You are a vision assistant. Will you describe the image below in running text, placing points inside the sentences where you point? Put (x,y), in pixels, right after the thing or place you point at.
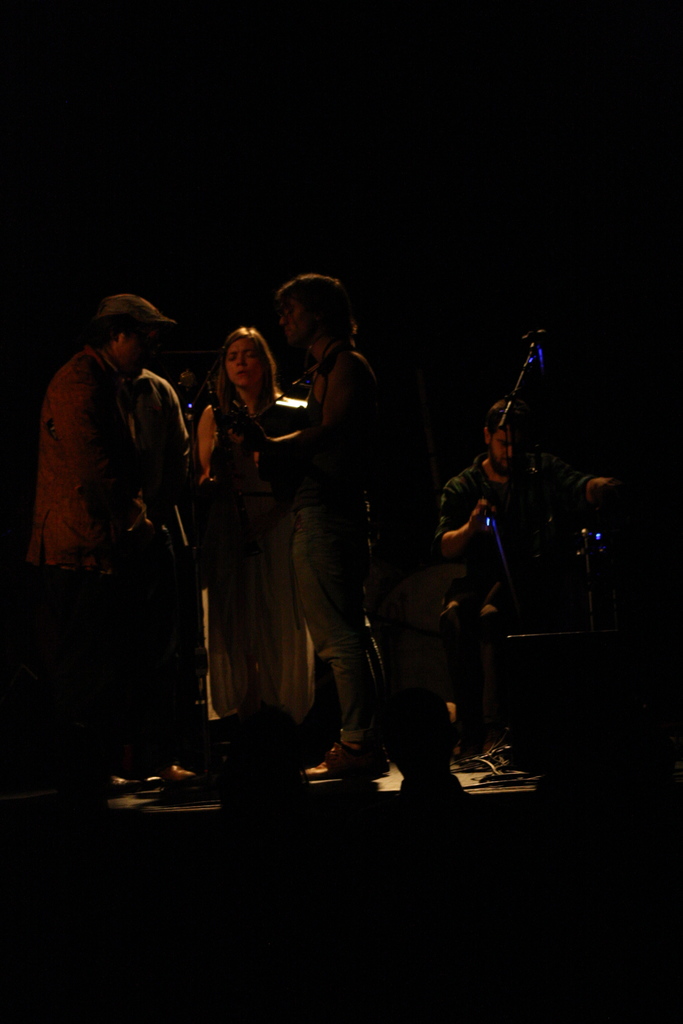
In this image there are persons (201,459) standing on the left side of this image (170,459) are holding some instruments (281,451) and there is one person (500,575) on the right side of this image (520,562) is sitting and holding and playing some instruments (493,525). There are some persons (384,823) in the bottom of this image (431,837).
